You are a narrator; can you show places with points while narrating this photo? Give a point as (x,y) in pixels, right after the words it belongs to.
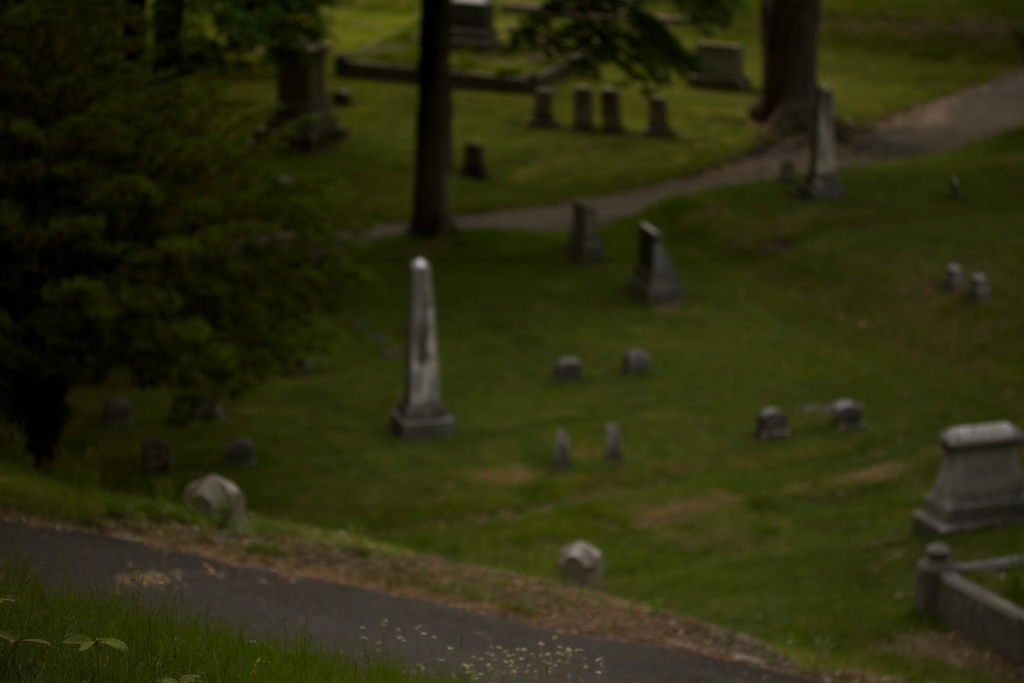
In this image in the center (522,418) there are stones (421,359) and there's grass (681,460) on the ground (602,418). On the left side (167,240) there is a tree (217,229). In the background (705,56) there are trees (646,76) and there are stones (726,44).
